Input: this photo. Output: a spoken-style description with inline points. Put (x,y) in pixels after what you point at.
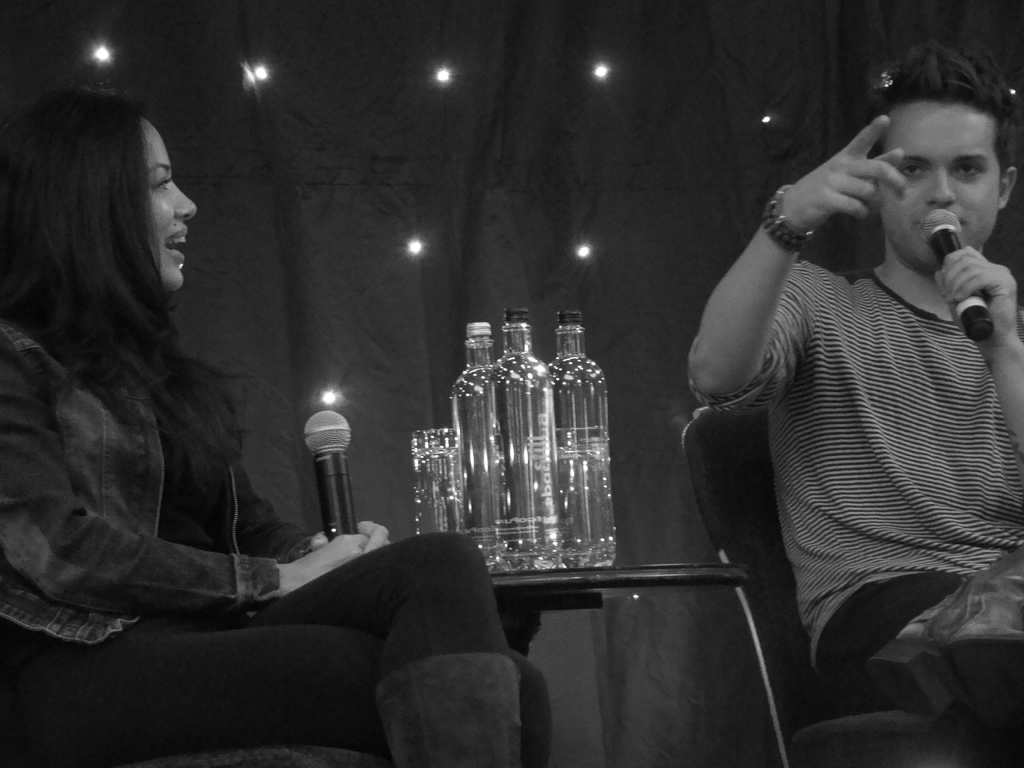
In this picture there are two persons (188,493). On the left side (234,524) woman (186,474) is holding mic (336,499) and is having smile on her face (159,251). In the center (519,447) there are bottles (521,470) kept on the table (610,570). At the right side (941,403) man (944,417) is sitting on a chair (762,520) and is holding mic (938,221) and speaking. In the background (446,187) there are lights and black colour curtain (480,235).
